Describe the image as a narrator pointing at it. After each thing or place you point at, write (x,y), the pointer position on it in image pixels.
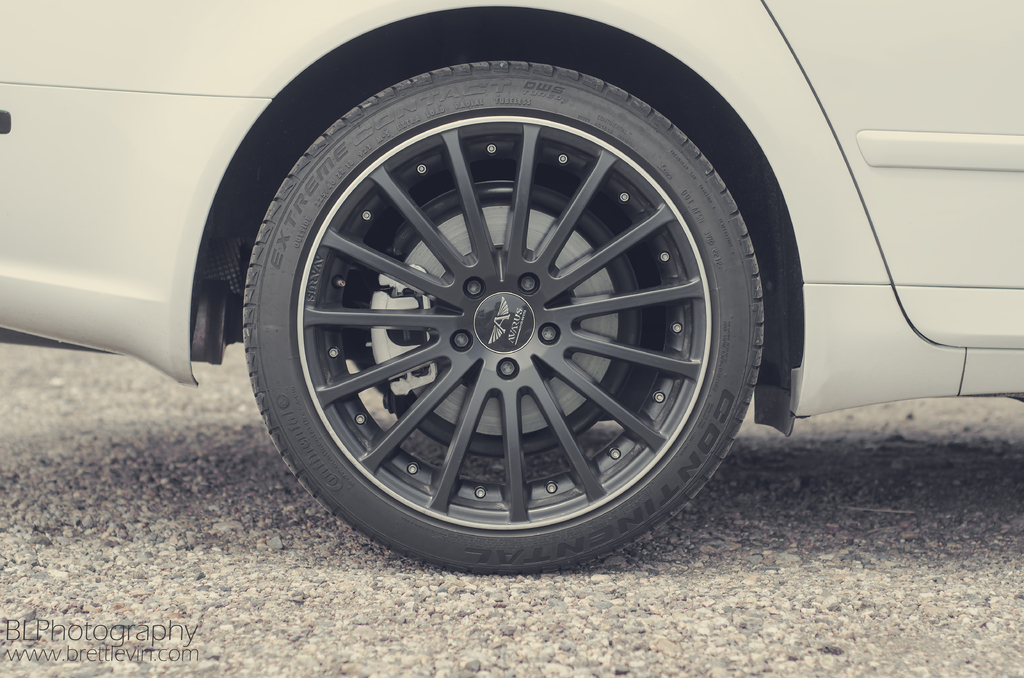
In the image we can see there is a car tyre (269,294) and the car (786,261) is standing on the road (771,571).
